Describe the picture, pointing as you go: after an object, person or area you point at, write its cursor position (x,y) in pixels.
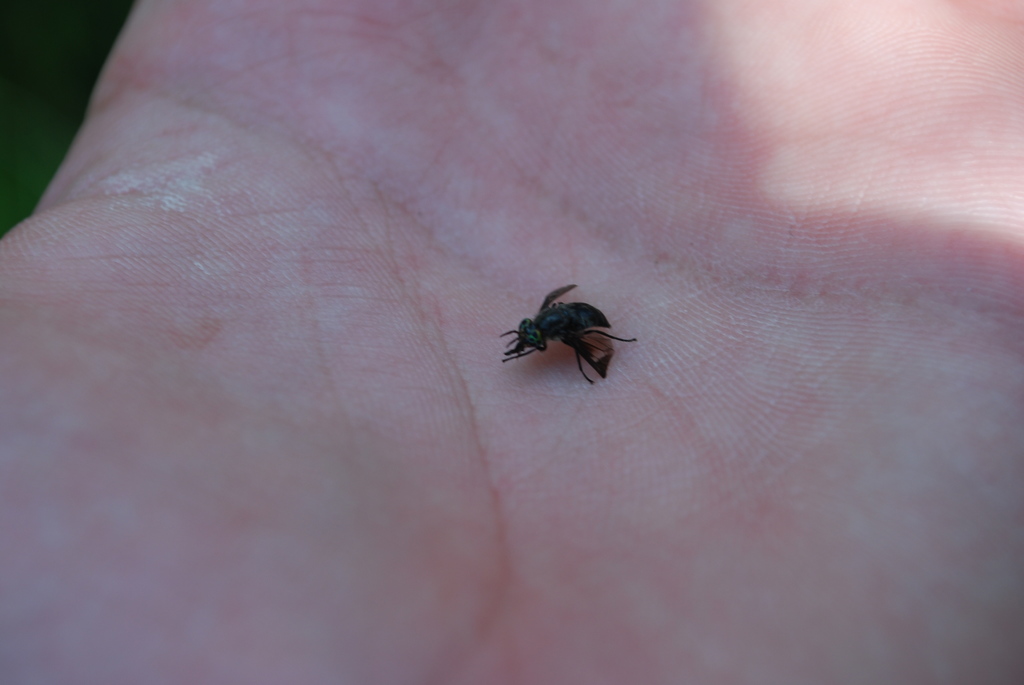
There is an insect (560,333) on the palm (470,364) in the center of the image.
